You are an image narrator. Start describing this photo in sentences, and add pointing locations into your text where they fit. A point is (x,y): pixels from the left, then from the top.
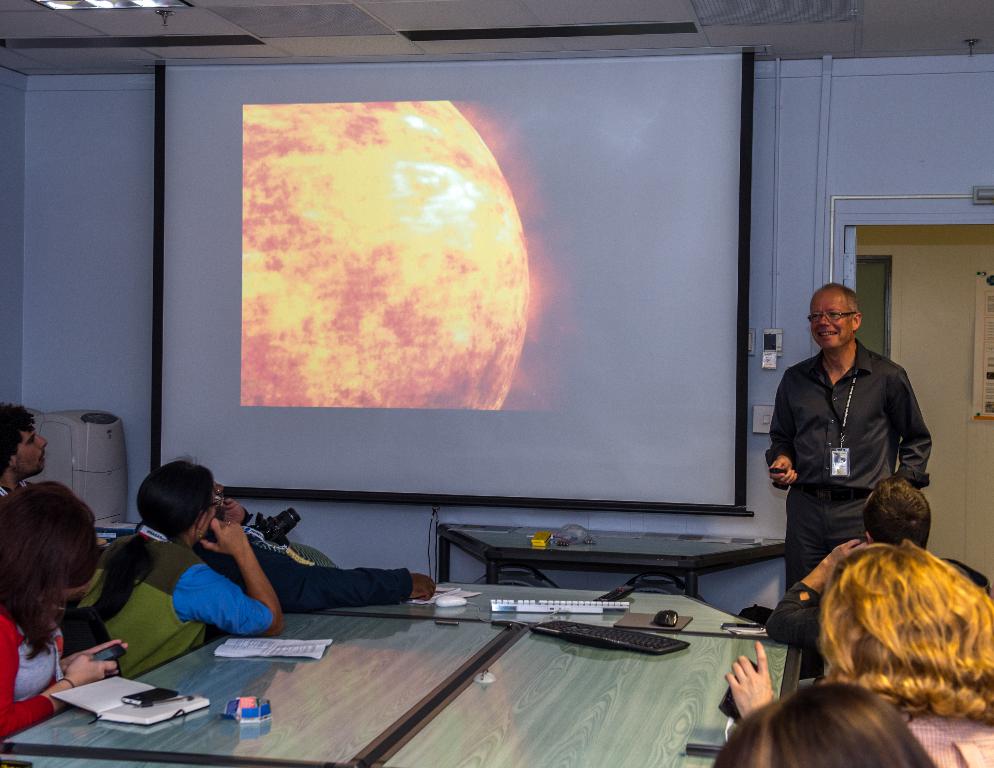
In this image I can see on the right side (832,382) there is an old man (898,442) standing and smiling, he wore shirt (877,435), trouser (824,519) and an Id card (841,452). In the middle (480,442) there is the projector screen (629,295), few people (23,636) are sitting on either side of this table (368,697), looking at that screen (437,426).
